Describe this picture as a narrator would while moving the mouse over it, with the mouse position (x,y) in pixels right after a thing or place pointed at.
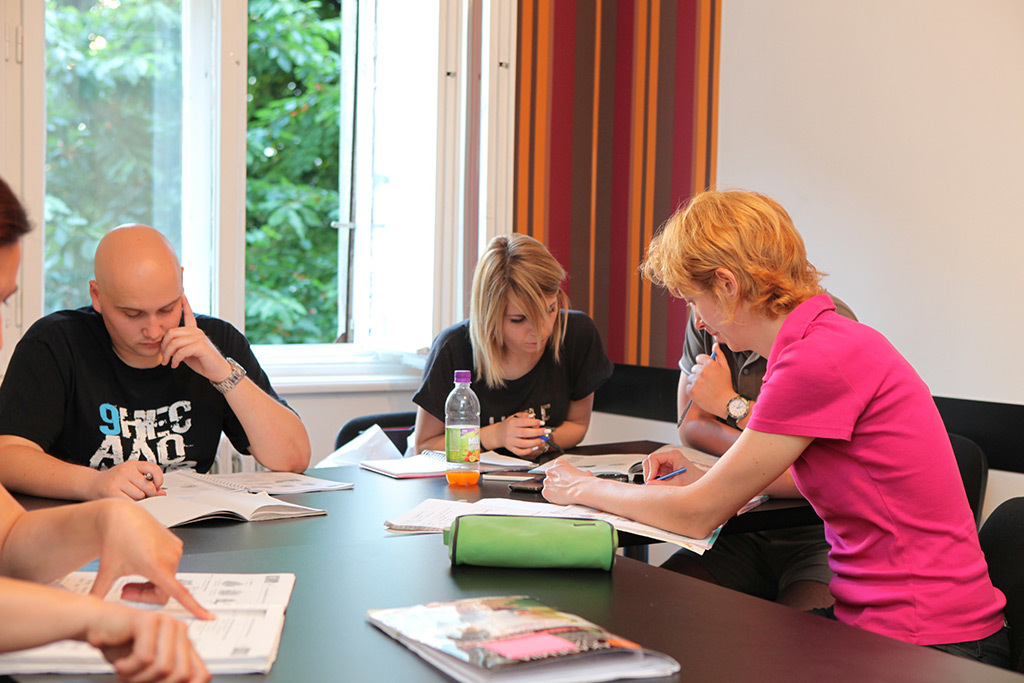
This picture looks like it is taken in a library. In the foreground of the picture (348,574) there are tables (284,645), on the table (233,560) there are books (563,456), pouch (488,536) and a bottle (464,436). On the table (228,526) around it there are people (46,415) seated. On the top left (136,61) there is a window (202,220), through the window (201,53) we can see trees (284,198). On the top right (893,106) there is a wall (745,101). There are many chairs (1011,554) in the picture.
